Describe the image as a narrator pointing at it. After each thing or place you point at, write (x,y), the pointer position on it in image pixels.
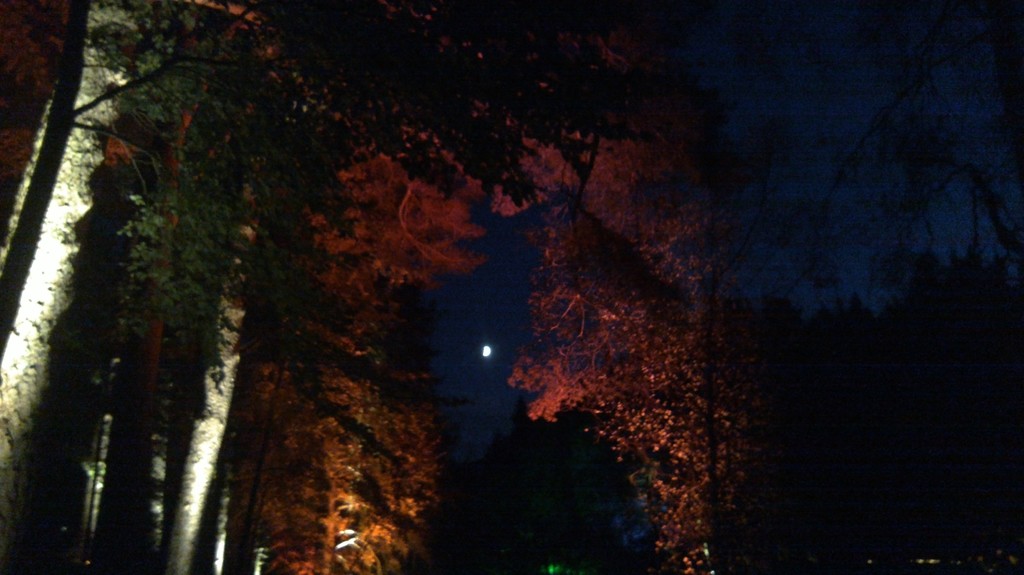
Here we can see trees (425,341) and a moon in the sky (444,332).
